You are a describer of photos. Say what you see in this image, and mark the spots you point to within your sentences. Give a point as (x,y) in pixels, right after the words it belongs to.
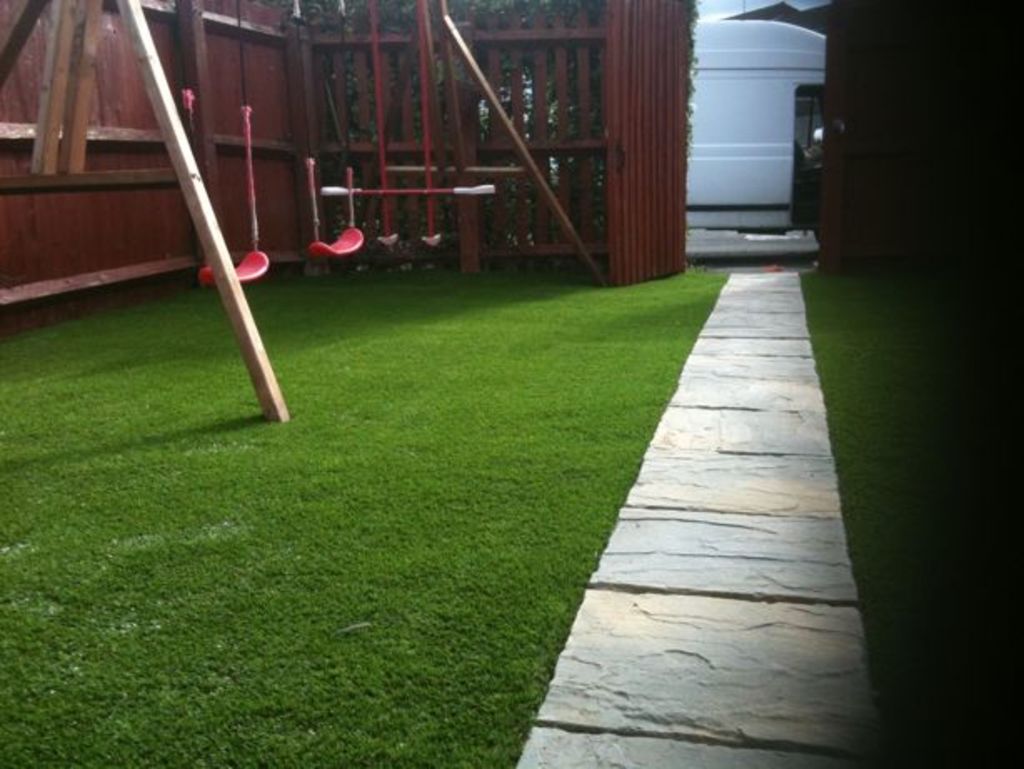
In this image we can see grassy land (938,534), pathway (801,544), swing (78,140), wooden fence (334,223) and gate (659,115). Behind the gate (661,146), we can see a vehicle (735,190) on the road (726,250).
